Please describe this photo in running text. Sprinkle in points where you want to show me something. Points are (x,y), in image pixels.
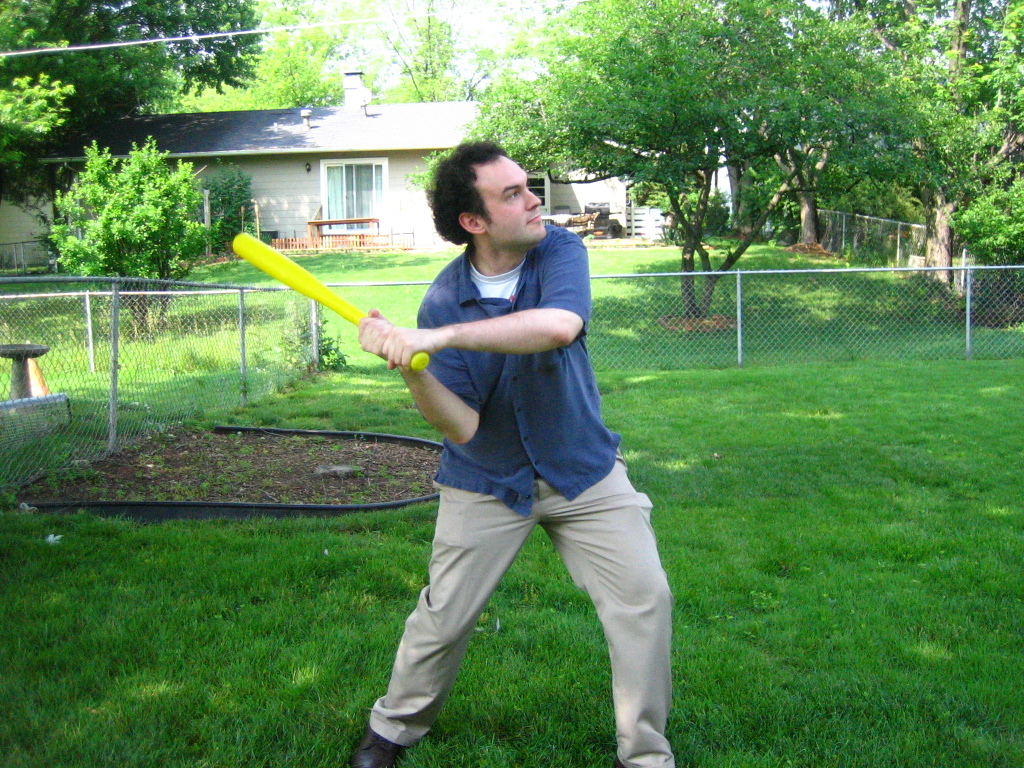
In this image we can see a person (487,374) wearing blue color shirt (450,444), cream color pant (378,724), holding yellow color baseball stick (417,361) in his hands (426,350) and at the background of the image (148,315) there is fencing (696,286), house (401,232) and there are some trees (384,96).
